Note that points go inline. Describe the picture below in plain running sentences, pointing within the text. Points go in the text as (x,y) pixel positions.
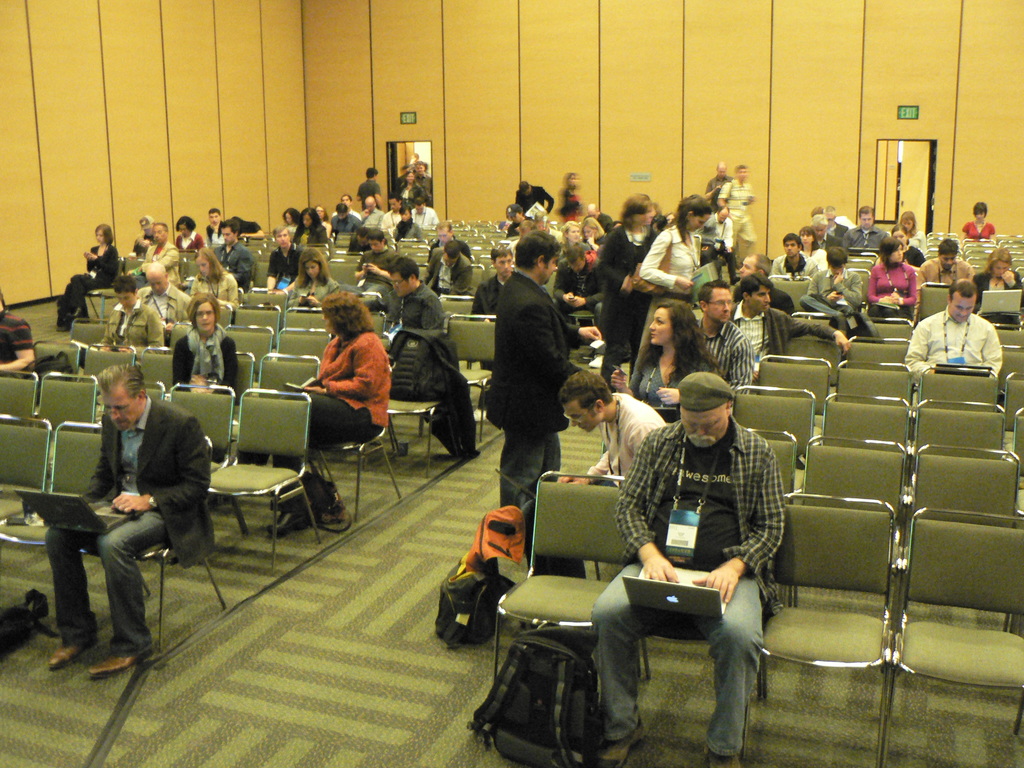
In this image few persons (654,466) are sitting on the chairs (775,440). Few persons (561,371) are standing on the floor (338,630) having few bags (490,586) on it. Left side (168,459) there is a person (177,449) wearing a suit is having a laptop (83,508) on his lap (119,531). Right side (741,664) there is a person (717,492) wearing a cap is having laptop (645,593) on his lap (754,625). Before him there is a bag (551,731) on the floor (697,671). Background (562,133) there are two doors (392,189) to the wall (573,126).
